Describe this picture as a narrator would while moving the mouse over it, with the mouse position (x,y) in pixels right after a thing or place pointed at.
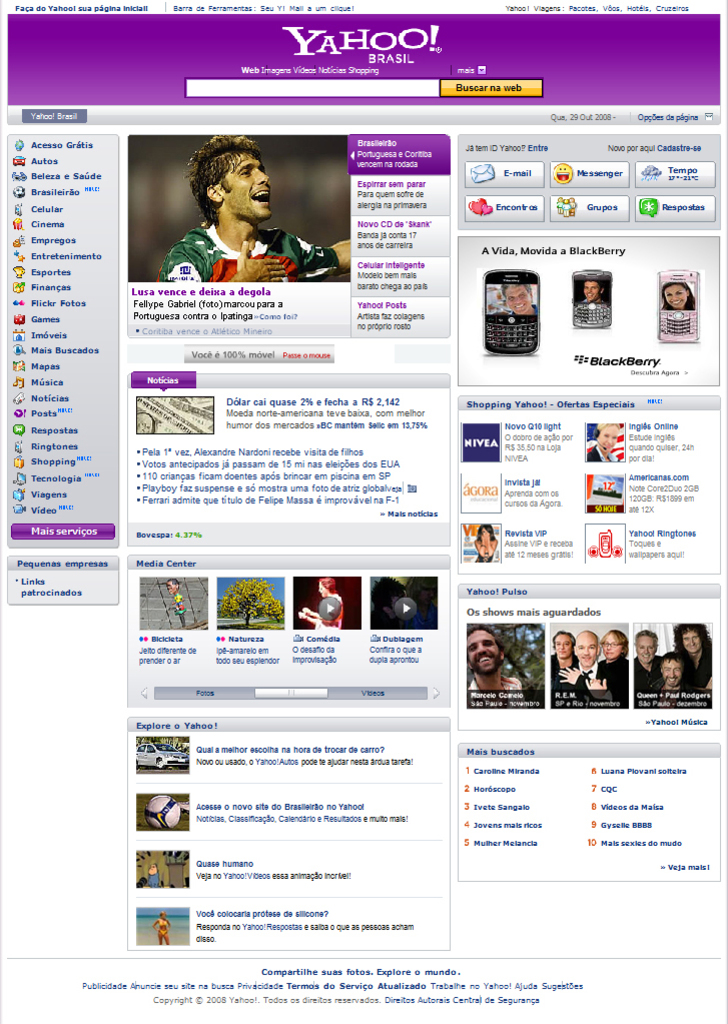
This is a web page. In this picture we can see some people (191,247), apps (58,168), mobiles (667,325), car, ball (152,815), tree (270,596). In the background of the image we can see the text (305,995).
